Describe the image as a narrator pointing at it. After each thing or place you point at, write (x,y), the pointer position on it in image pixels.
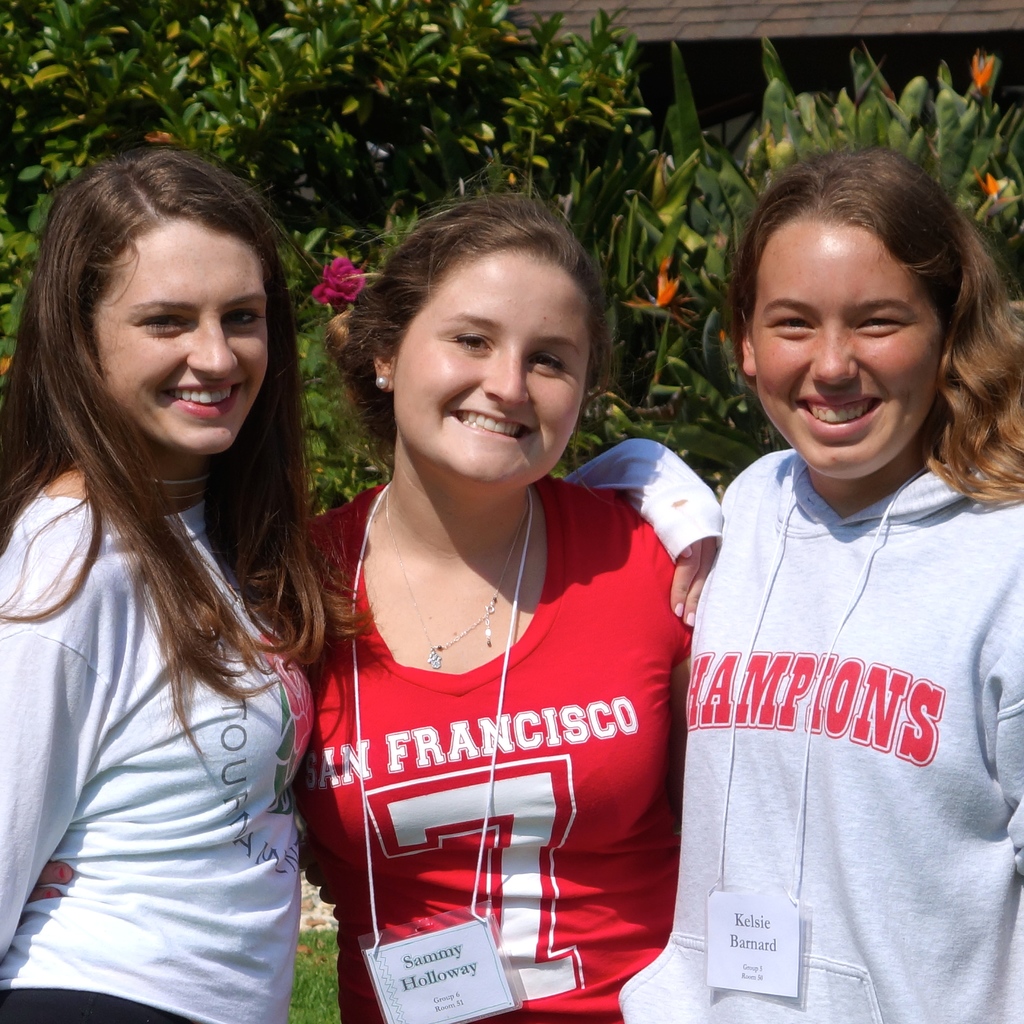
In this image we can see a group of woman (529,735) standing. On the backside (676,146) we can see some plants (616,142) with flowers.
